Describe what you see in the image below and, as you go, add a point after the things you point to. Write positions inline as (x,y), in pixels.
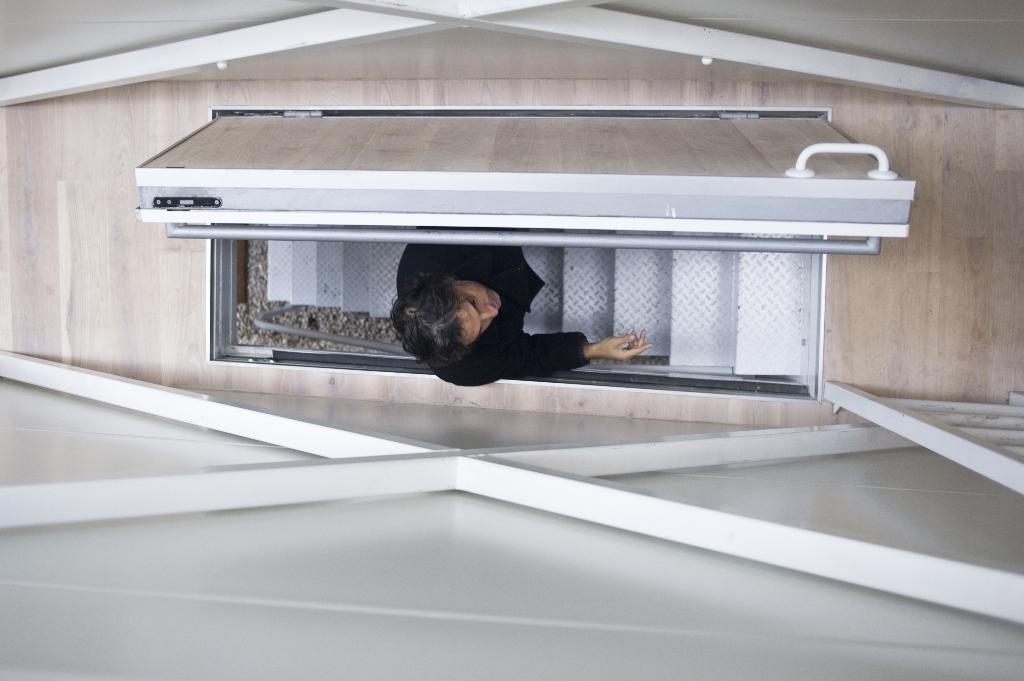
In this image I can see the person (510,305) with the black color dress (509,320) and the person (442,309) is standing on the stairs (540,310). To the side of the person (436,290) I can see the door (425,174). On both sides I can see the wall (425,41). To the right (929,437) I can see the ladder (916,434).
